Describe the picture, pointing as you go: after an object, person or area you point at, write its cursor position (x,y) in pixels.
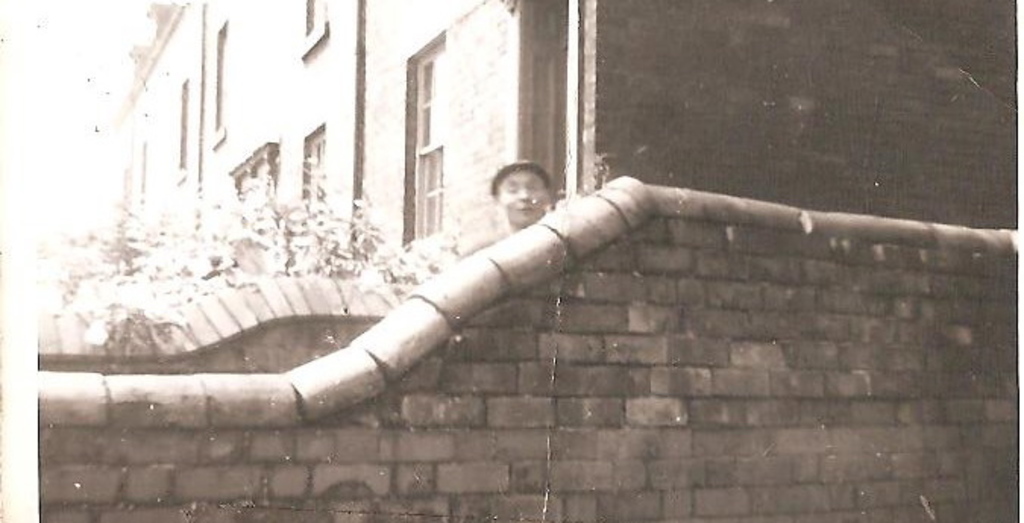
In this black and white image there is a wall (421,333) of a building (541,108), behind the wall (813,241) there is a person (519,203) and there is a tree (288,218).
